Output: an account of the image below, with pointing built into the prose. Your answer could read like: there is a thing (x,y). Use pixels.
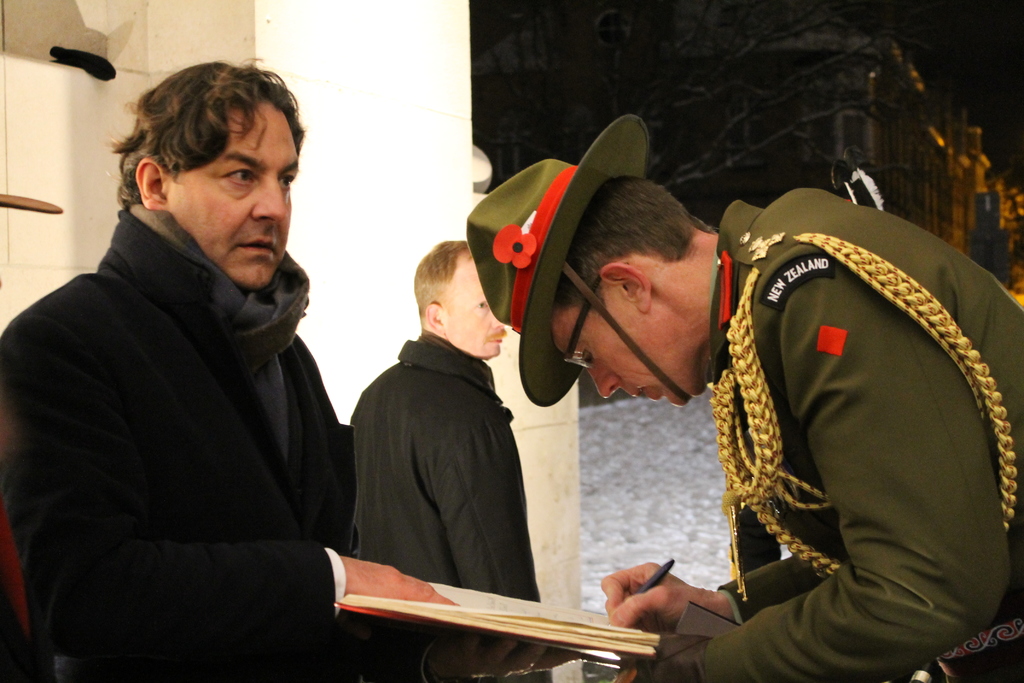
In this image I can see group of people (123,283) standing. In front (909,406) the person (798,441) is wearing green color uniform (865,420) and holding a pen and a book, the other person (99,314) is wearing black color dress (157,314). Background (367,129) I can see a wall (334,153) in white color.
